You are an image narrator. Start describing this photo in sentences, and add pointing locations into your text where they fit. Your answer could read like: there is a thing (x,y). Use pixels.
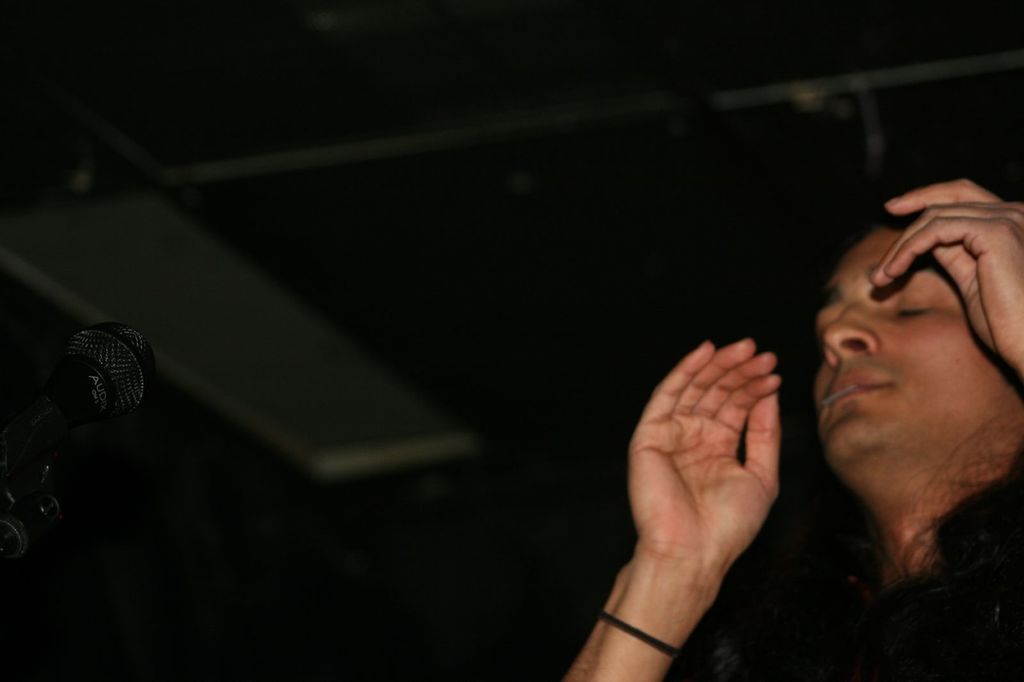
In this image there is a person (1018,616), a mike (98,348) with a mike stand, and there is dark background (969,19).
